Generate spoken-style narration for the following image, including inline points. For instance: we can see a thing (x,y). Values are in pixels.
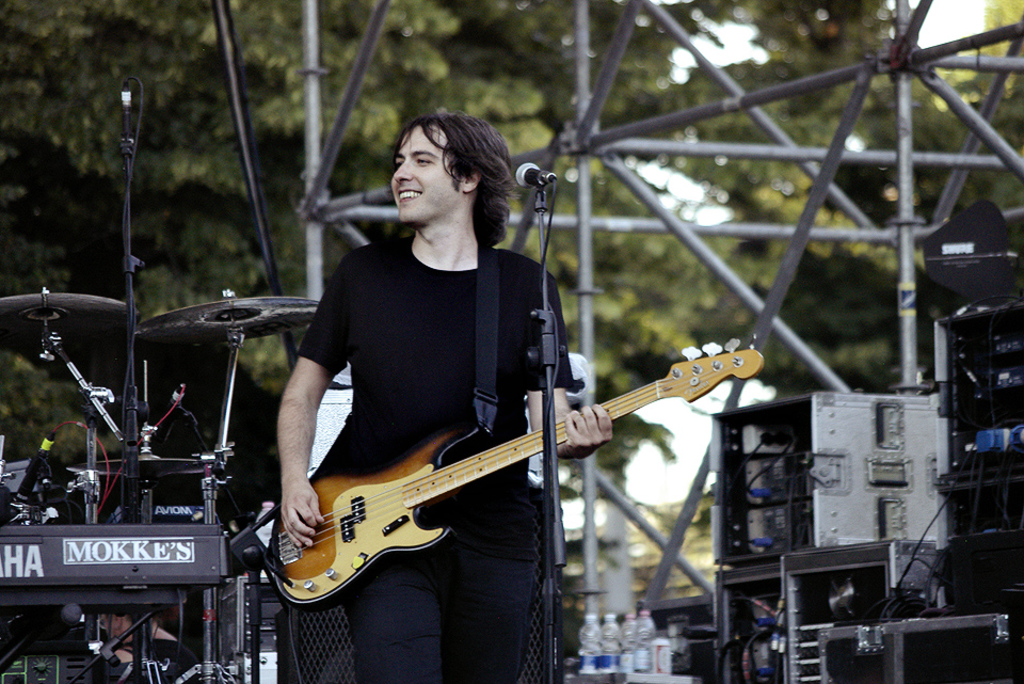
In this image i can see a person (411,444) holding a guitar (390,479) and he is smiling and there is a mike (543,175) and there are rods (584,135) kept on the back ground (594,145) and there are some trees (451,63) visible on the left side (37,506) there are the musical instruments (64,554) kept on the floor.
